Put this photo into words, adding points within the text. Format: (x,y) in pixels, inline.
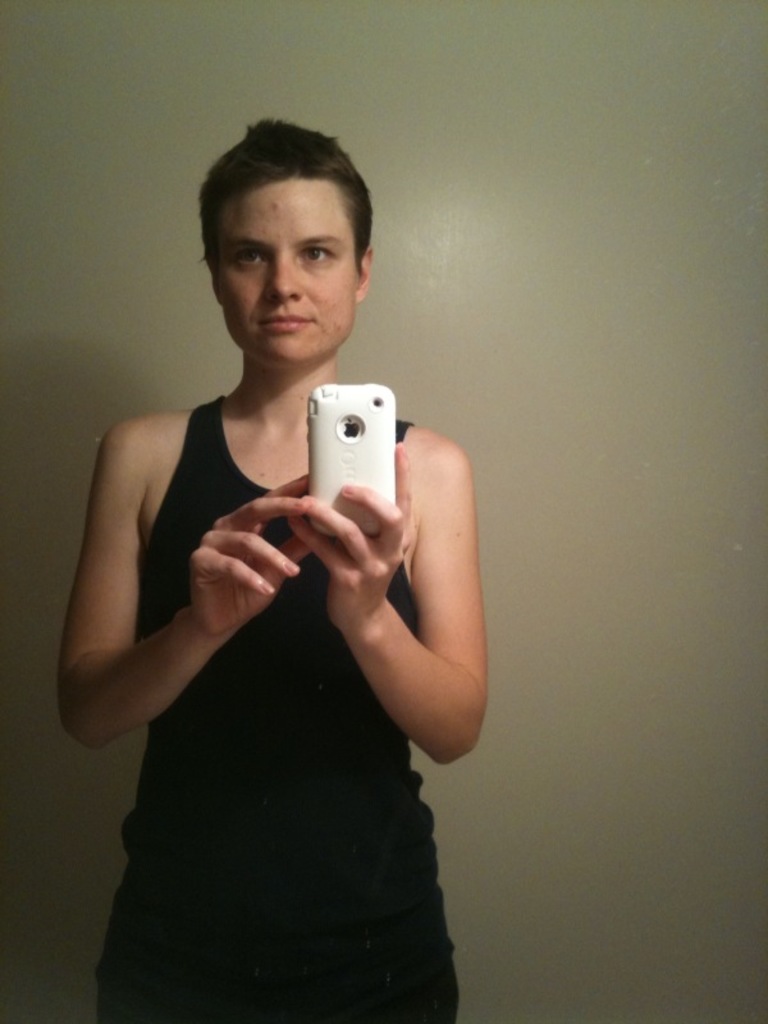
In the image there is a person (246,248) standing and taking the picture by holding the mobile (383,494) with the hands (378,514).
